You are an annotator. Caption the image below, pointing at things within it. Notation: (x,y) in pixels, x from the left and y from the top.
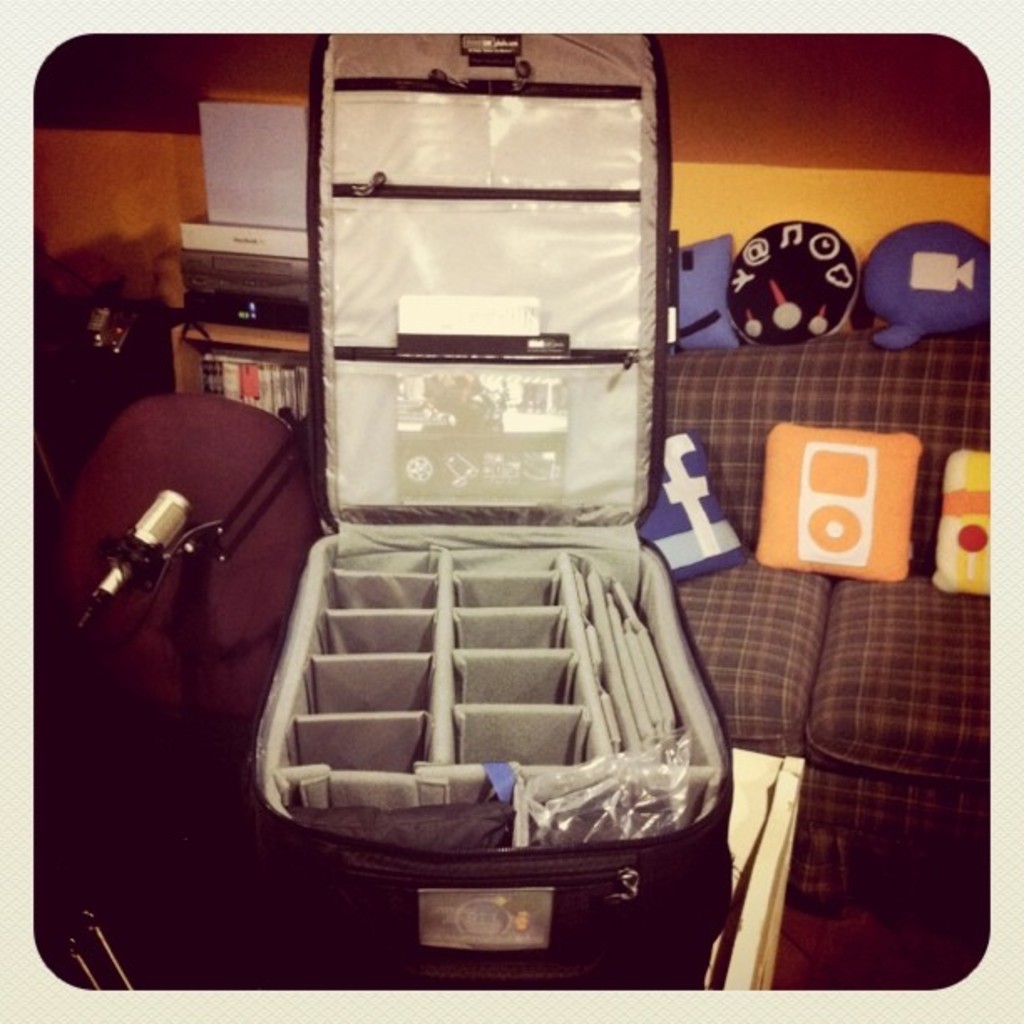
In this picture we can see a couch (889,705) in front of that there is a camera bag (422,714).
